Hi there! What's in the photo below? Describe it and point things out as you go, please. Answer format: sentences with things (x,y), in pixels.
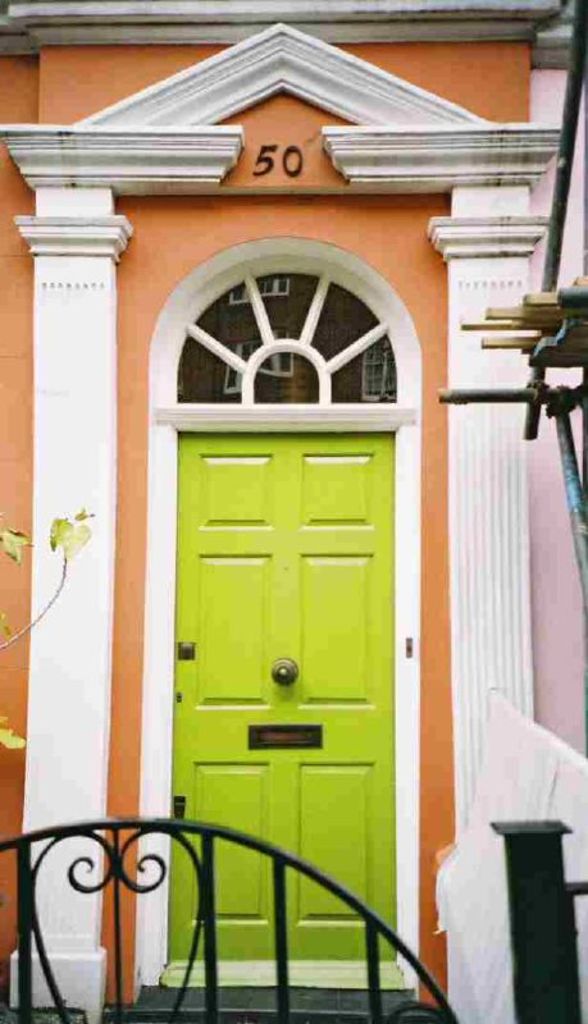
This is a picture of the building (326,750). In the middle of the picture (324,476), we see a green door (325,605). Beside that, there are two pillars (484,362) and a wall (34,88) in orange color. At the bottom of the picture (564,945), we see an iron railing (557,943). On the right side (529,322), we see wooden sticks (533,312).
